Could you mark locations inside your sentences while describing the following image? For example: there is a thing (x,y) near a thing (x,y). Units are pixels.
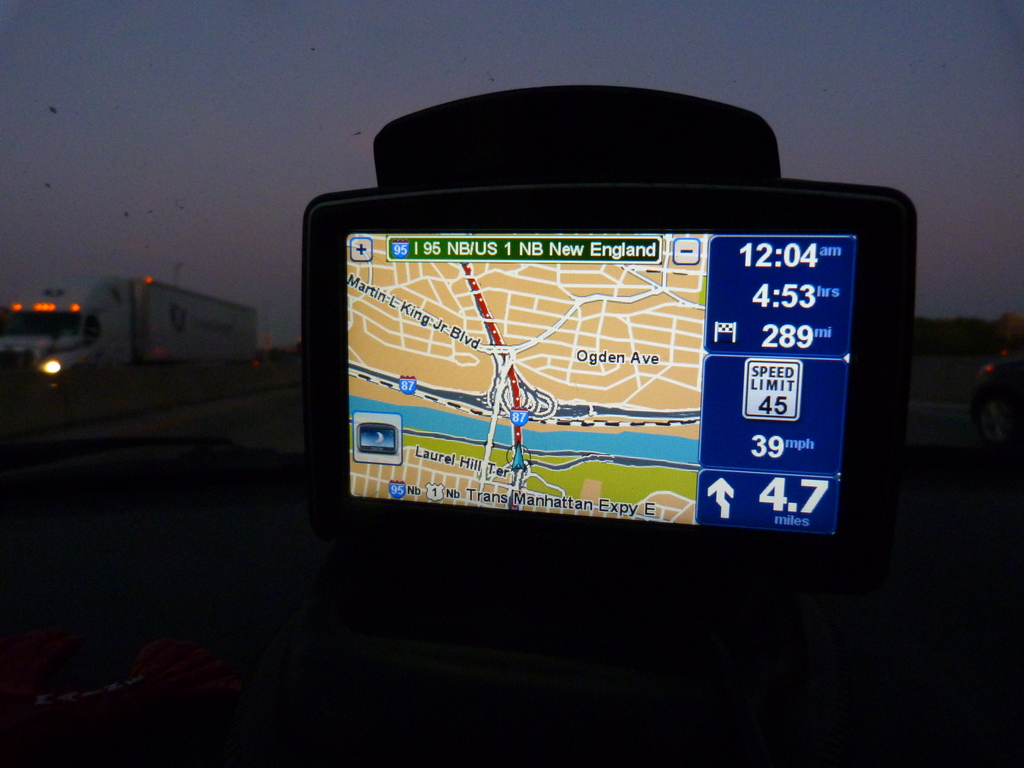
In this picture we can see a device (821,269) and in the background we can see vehicles (115,337) on the road (931,406), sky (108,259).
